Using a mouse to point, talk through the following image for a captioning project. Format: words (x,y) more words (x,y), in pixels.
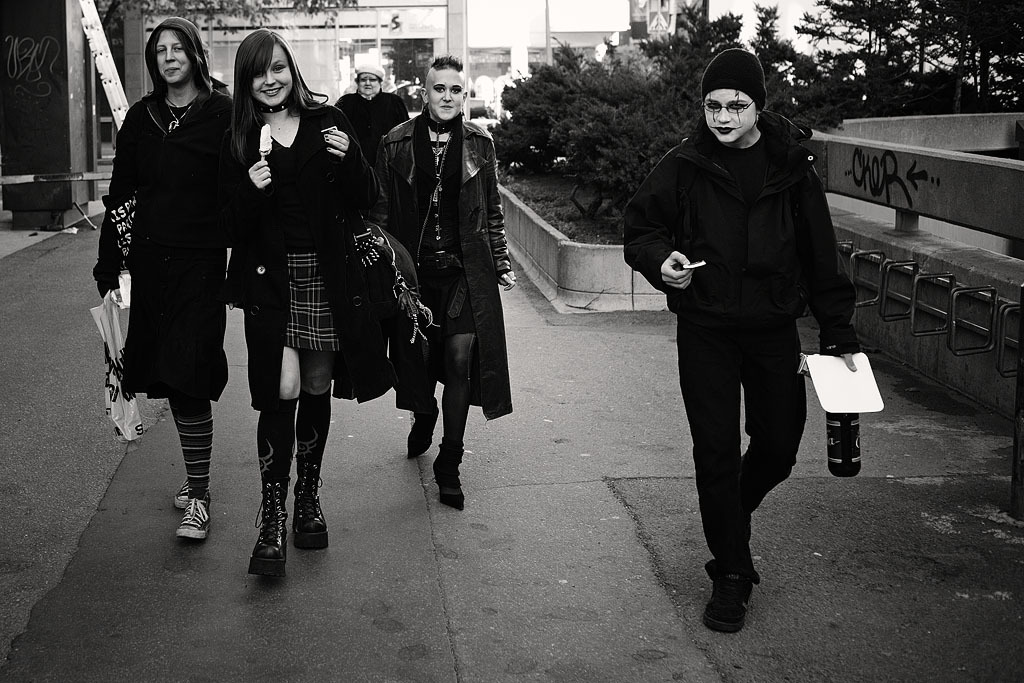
This is a black and white image, in this image there are people (449,259) walking on road (451,580), in the background (633,99) there are trees (617,106) and buildings (585,27).
